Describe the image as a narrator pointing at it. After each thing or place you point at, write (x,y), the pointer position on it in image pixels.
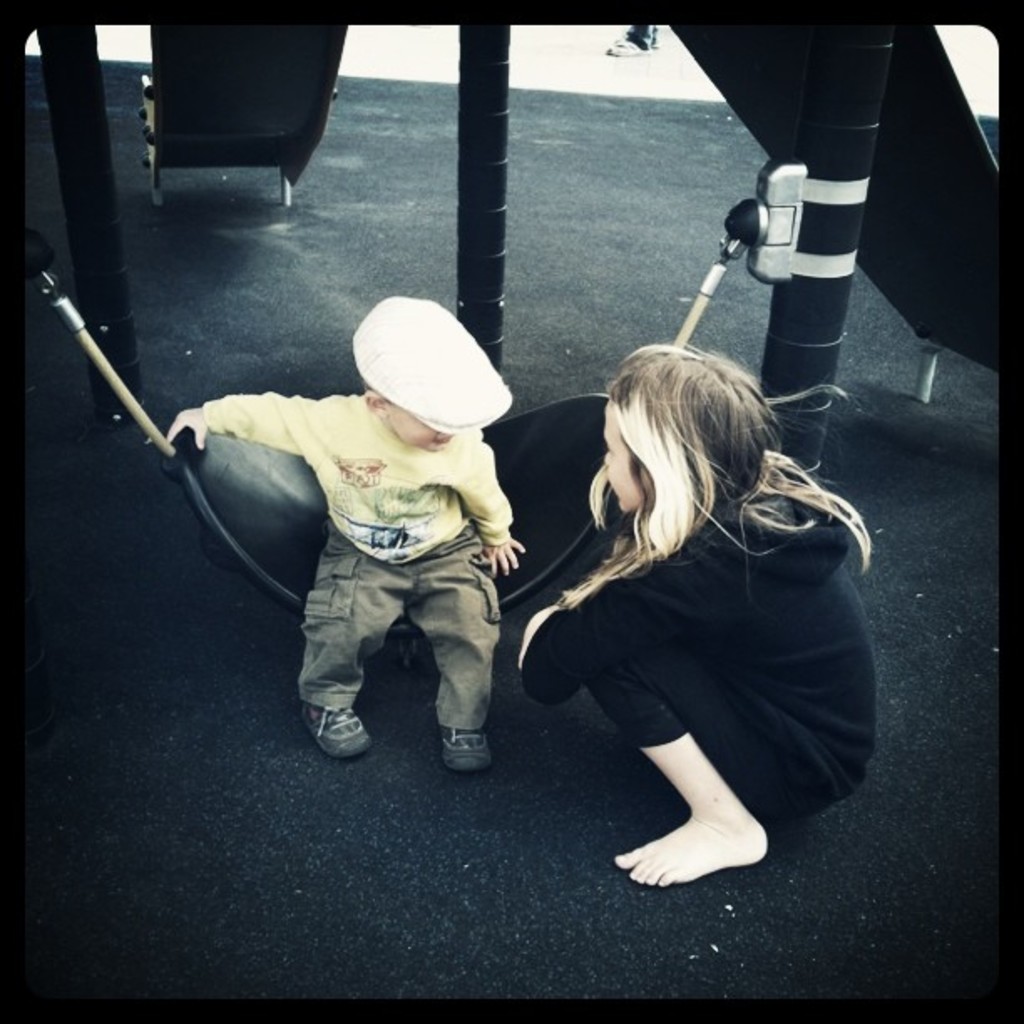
In this picture we can see a child (454,694) wore a cap (391,302) and sitting on a swing (504,469), girl (747,553) and in the background (481,174) we can see poles (494,176), slide (252,65).
